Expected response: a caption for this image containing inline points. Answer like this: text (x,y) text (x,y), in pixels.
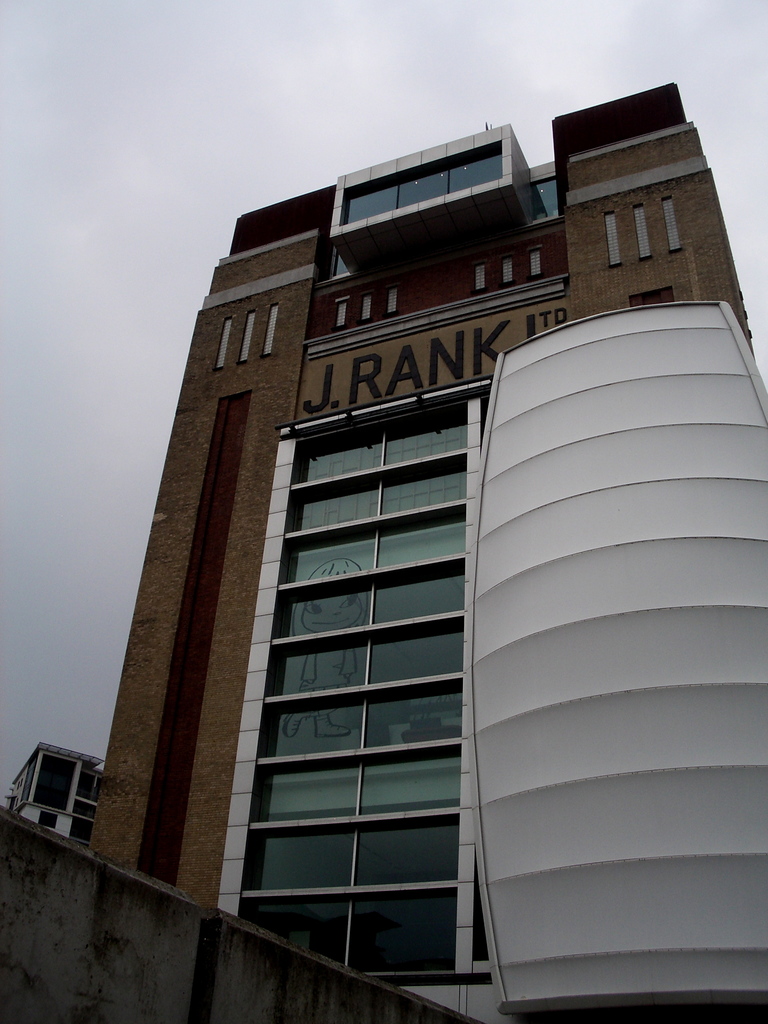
There is a tall building (427,521) it has many windows (412,835) and there is a white color shield (480,715) kept to the building (389,719), in the background (347,99) there is a sky (193,258).
